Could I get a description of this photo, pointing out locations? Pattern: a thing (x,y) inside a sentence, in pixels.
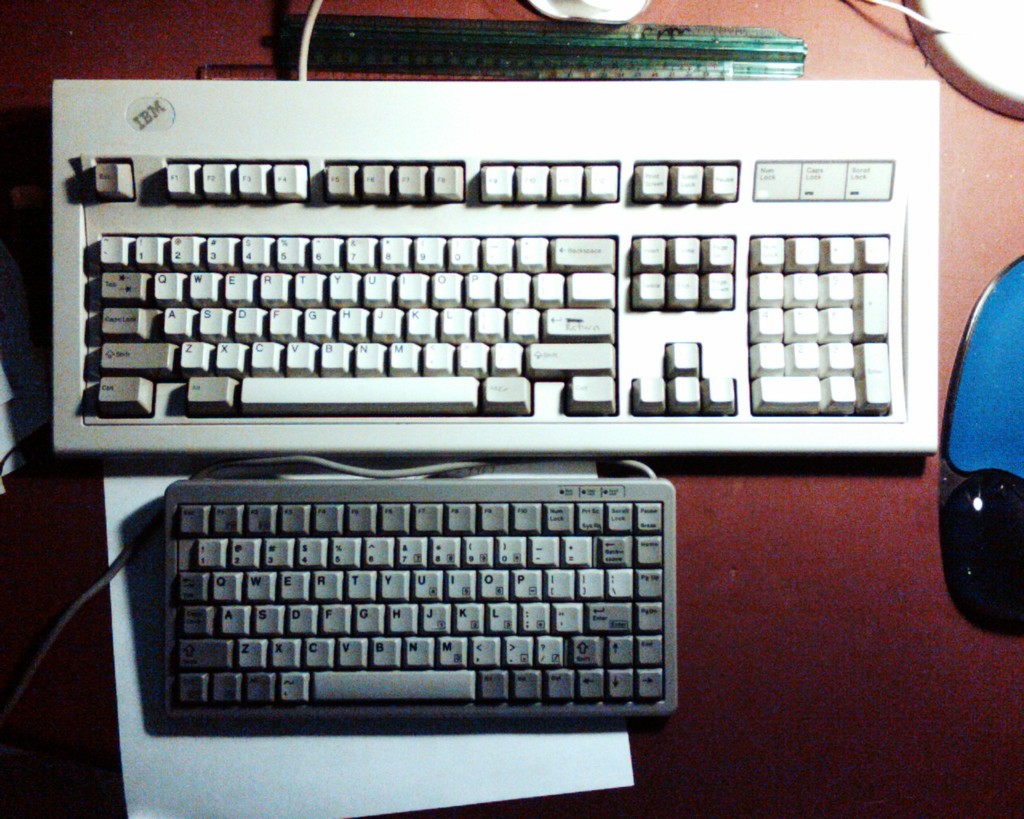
In this picture, we see a table (718,626) on which the keyboards (518,542), papers (535,751), cables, keypad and a scale (219,68).
